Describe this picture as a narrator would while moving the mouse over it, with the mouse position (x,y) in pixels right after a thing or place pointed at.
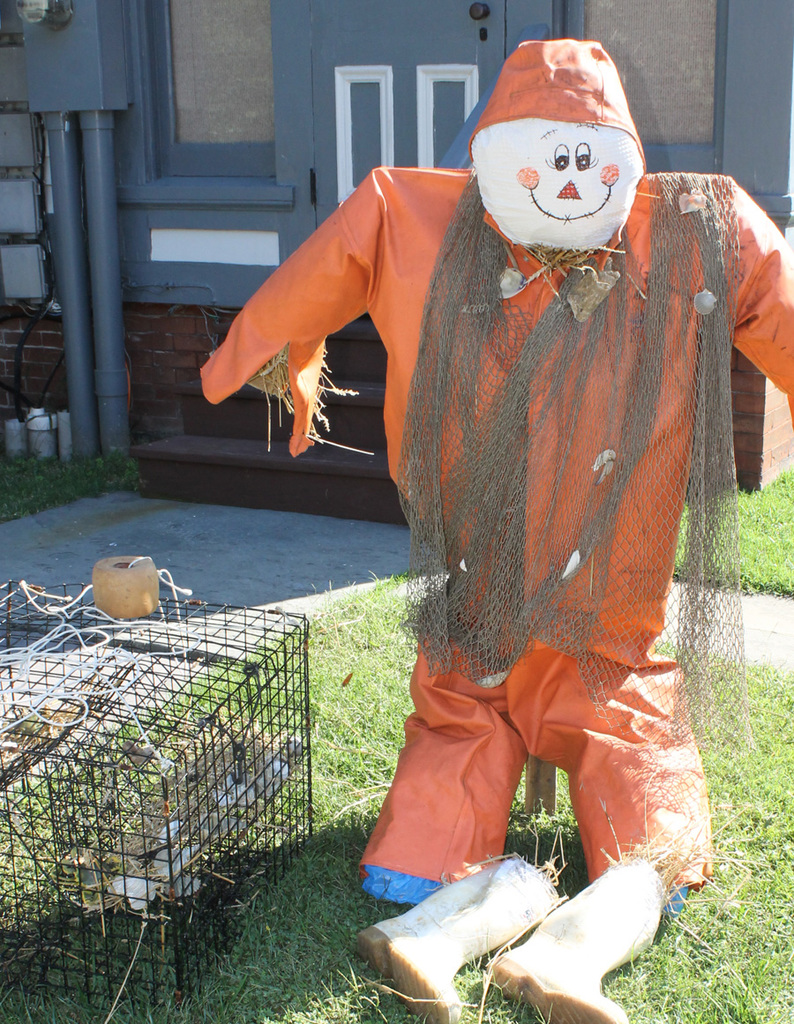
In this image, in the middle (401,372), we can see a scarecrow (652,279). On the left side (233,738), we can also see a grill box (240,745), in the grill box (172,868), we can see some objects (203,821). In the background (170,206), we can see some buildings (345,146) and pillar (112,142).
